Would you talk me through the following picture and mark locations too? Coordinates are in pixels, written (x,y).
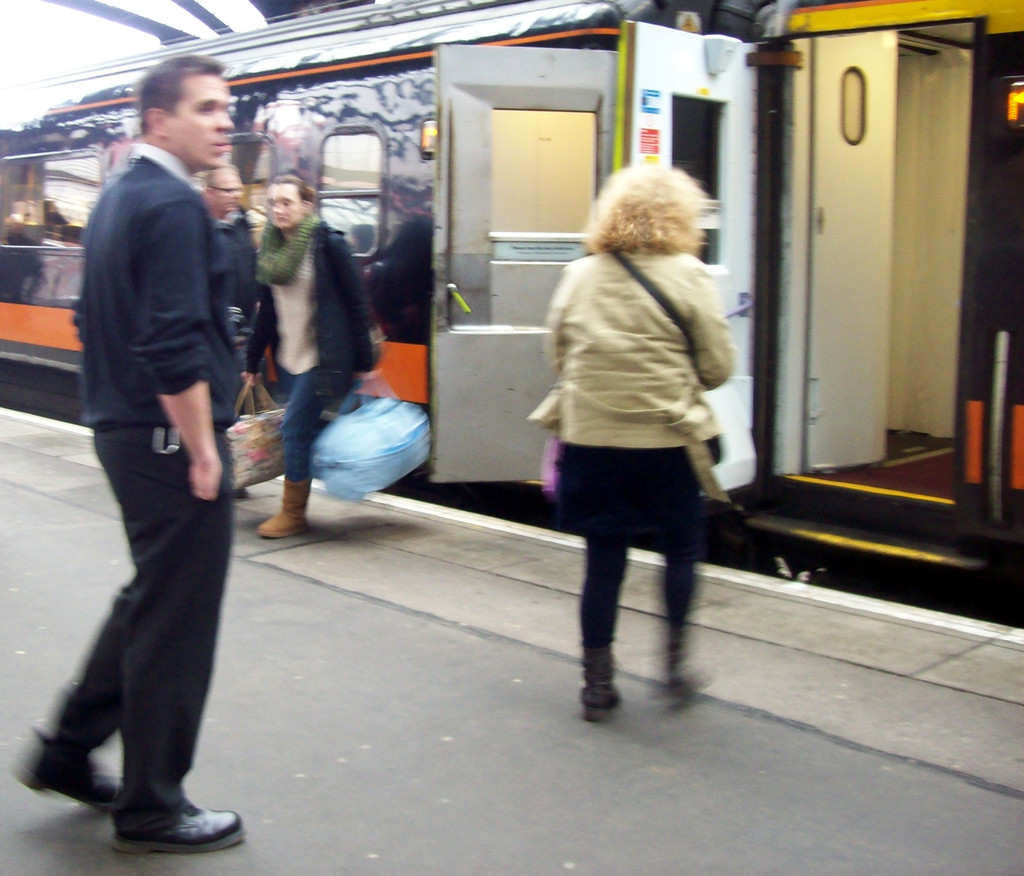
In this image we can see few people (681,430). Some are holding bags (277,445). Also there is a train (424,153) with doors (678,118) and windows (365,141). Also there is a platform (233,615).
